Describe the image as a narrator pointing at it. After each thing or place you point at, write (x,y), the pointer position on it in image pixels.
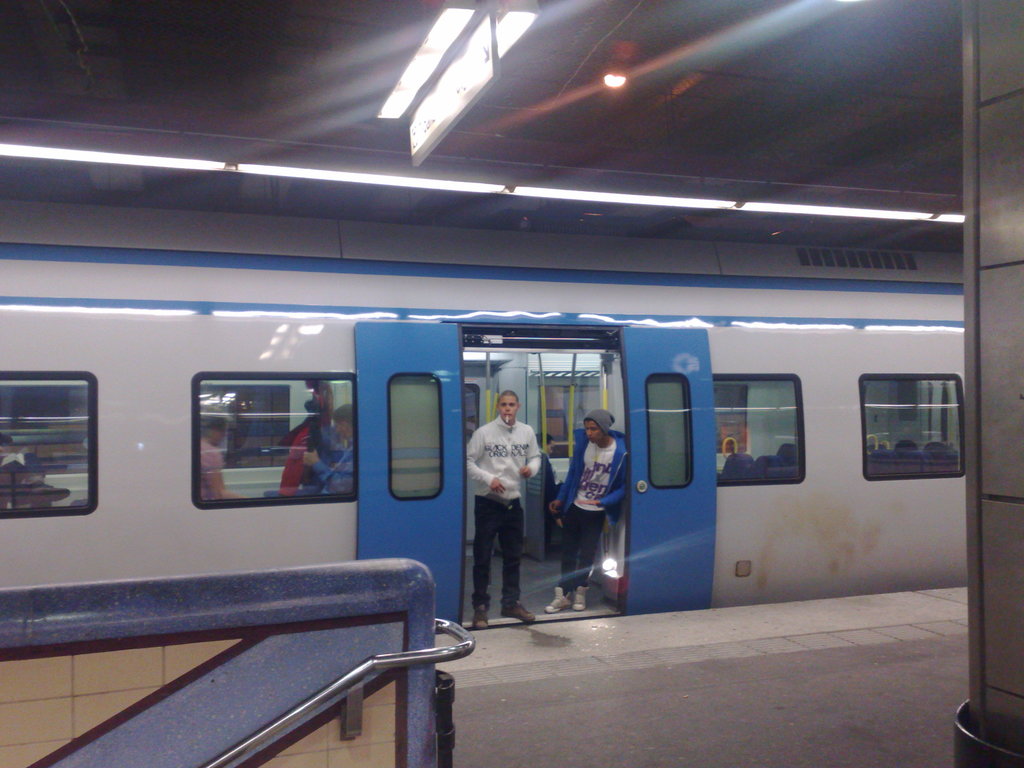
This is the picture of a railway station (142,726). In this image there is a train (680,565) on the railway track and there are two persons (618,465) standing at the door (655,577) and there are group of people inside the train (254,414). At the top (311,174) there are lights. At the bottom left (244,745) there is a handrail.
